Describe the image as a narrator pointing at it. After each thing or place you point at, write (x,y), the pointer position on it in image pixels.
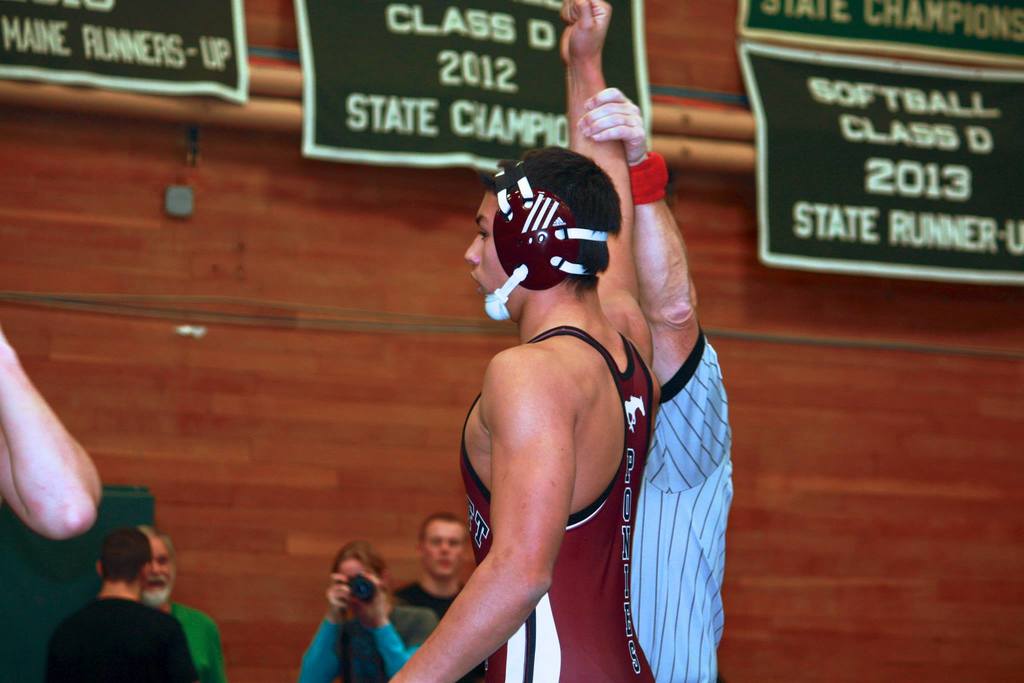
In this picture in the foreground (584,530) there is a boy (570,57) standing and on the left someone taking picture.
